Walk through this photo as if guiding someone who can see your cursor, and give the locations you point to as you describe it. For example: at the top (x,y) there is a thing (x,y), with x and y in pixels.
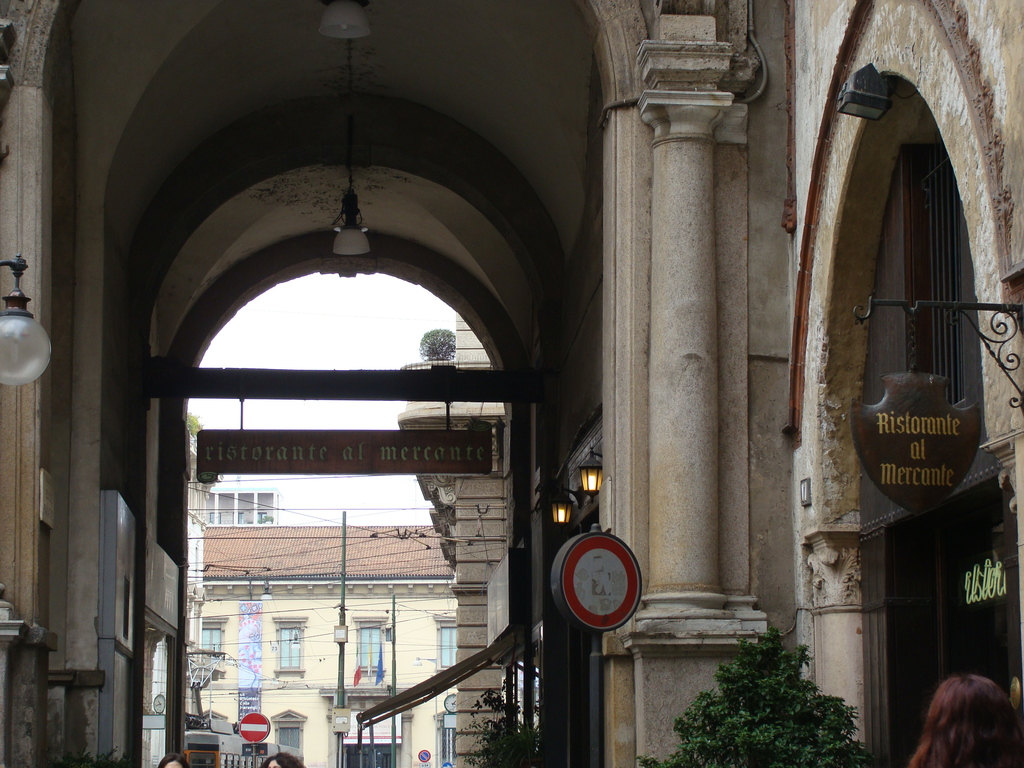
In this image in the foreground (73,625) there are buildings (841,336) and boards (931,432), on the boards (936,445) there is text (979,586) and some lights (47,347), trees (750,703) and in the background (280,624) there are some houses (357,579), poles (393,657), boards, windows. And at the top (361,109) there is ceiling (344,118) and some lights (344,198).
